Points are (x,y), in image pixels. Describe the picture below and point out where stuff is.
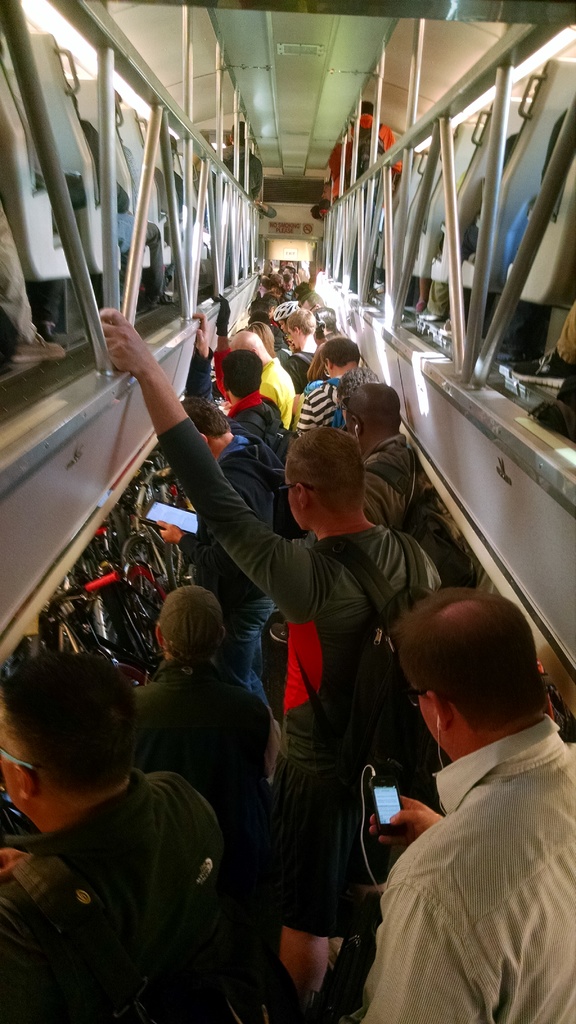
In this picture we can see inside of the vehicle (178,332), some people (217,766) are standing in a path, above the people (217,703) we can see some seats (570,279), grilles (477,245), we can see few people (446,305) on the seats (532,270).
